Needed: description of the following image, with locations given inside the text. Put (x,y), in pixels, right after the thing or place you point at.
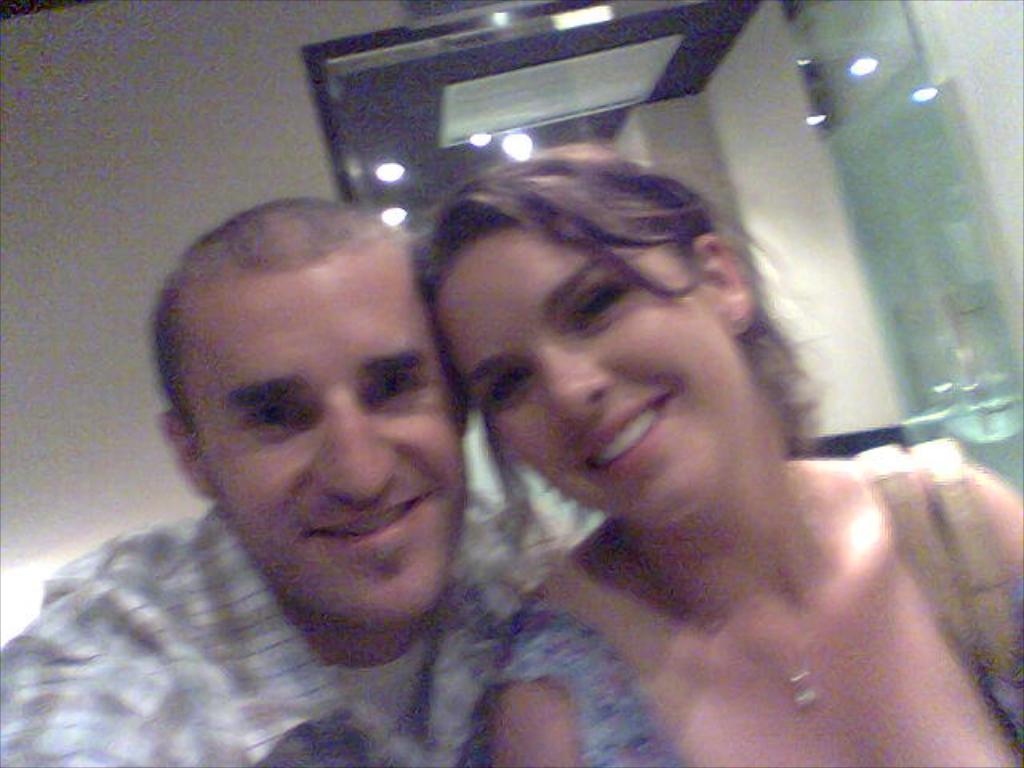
This picture shows a man (193,479) and a woman (766,584) with smile on their faces (539,468) and we see a mirror (897,34).
